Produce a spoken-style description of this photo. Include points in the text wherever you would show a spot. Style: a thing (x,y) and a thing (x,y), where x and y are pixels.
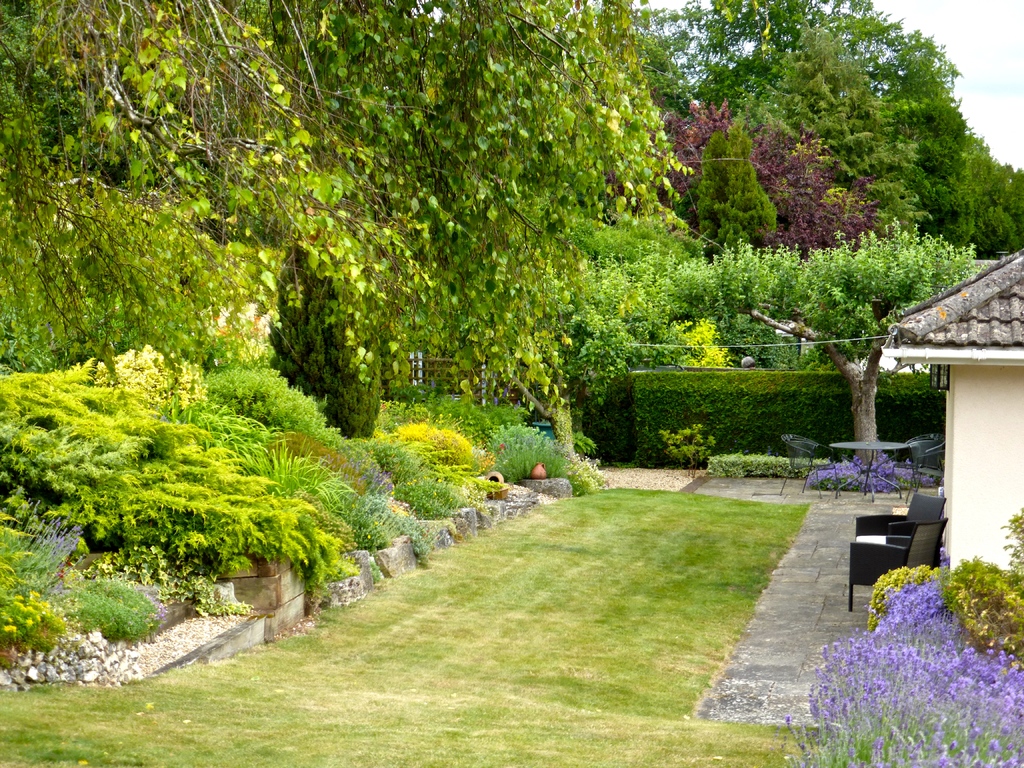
In this picture we can see grass (760,754), plants (1005,577), flowers (837,470), trees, chairs (937,549) and house (954,352). In the background of the image (990,143) we can see the sky (972,89).
